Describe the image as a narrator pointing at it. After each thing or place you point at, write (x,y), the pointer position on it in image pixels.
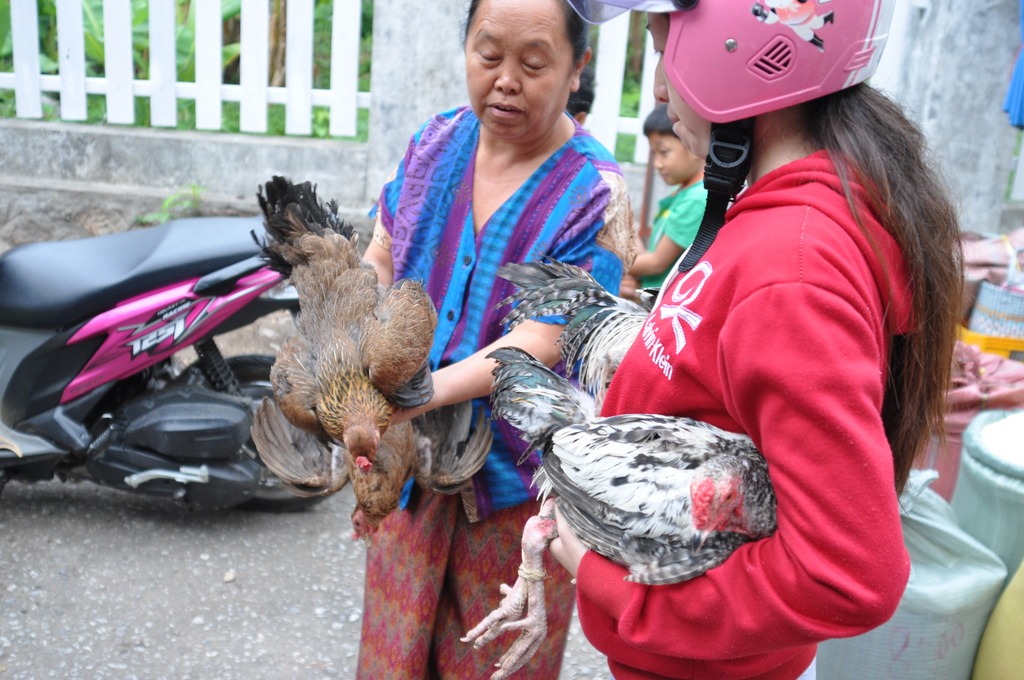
In this image there are two people (709,243) holding chickens (406,400) in their hands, in the background (196,394) there is a scooter (205,377) and people (656,236) standing and there are bags (923,511) and a railing (254,95).
